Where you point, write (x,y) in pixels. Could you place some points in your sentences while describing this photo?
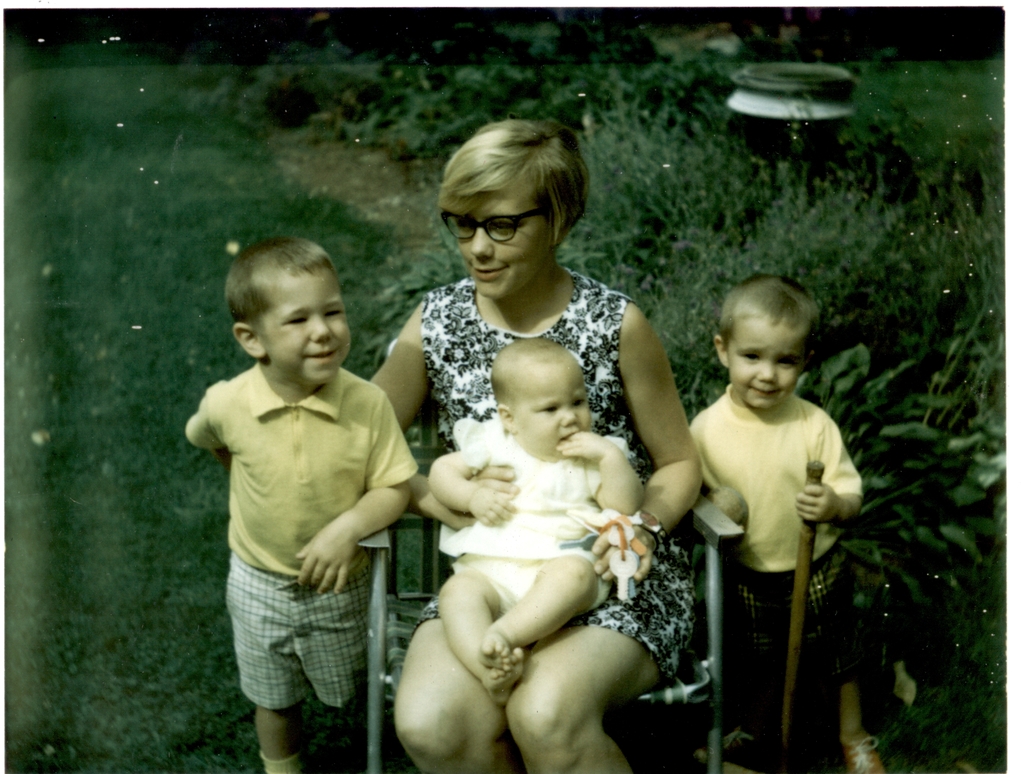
In this image we can see a woman (561,701) sitting on a chair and she is carrying a baby (566,537). Beside the woman (652,550) we can see two boys (791,526) and a boy (818,495) is holding a stick (818,476). Behind the persons (607,408) we can see the grass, plants (705,248) and an object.
